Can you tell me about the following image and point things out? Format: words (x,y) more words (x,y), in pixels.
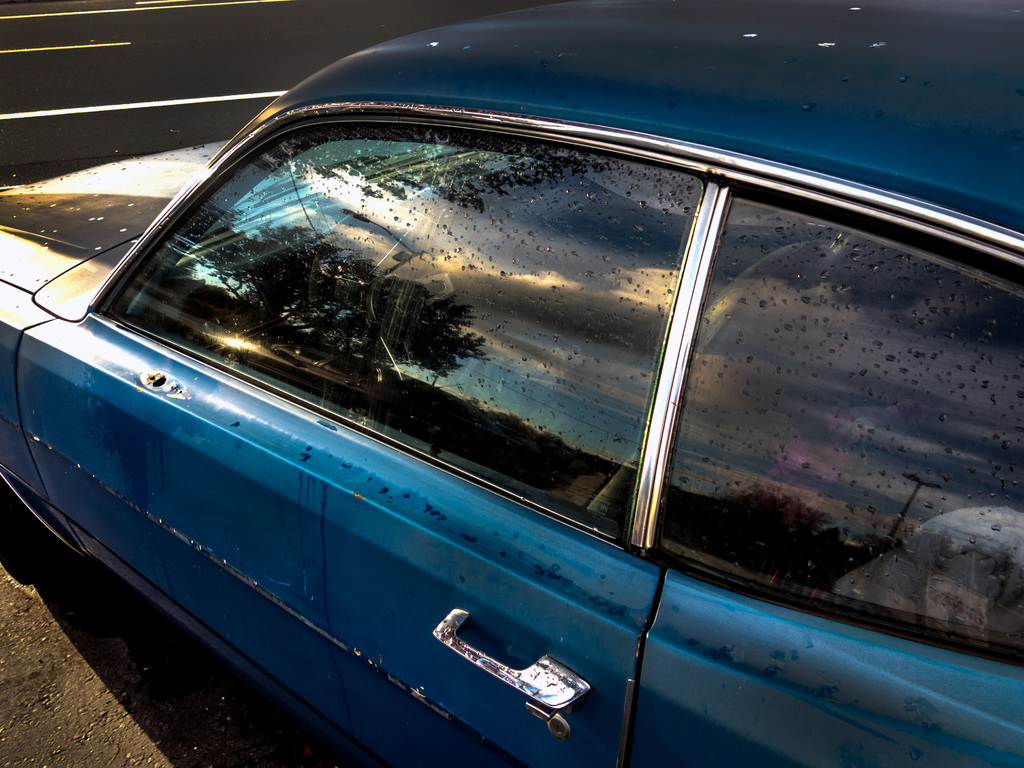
There is a car (618,242) in the foreground area of the image (515,324), there are trees (467,337) and the sky (598,357) reflecting in the glass (389,281).
